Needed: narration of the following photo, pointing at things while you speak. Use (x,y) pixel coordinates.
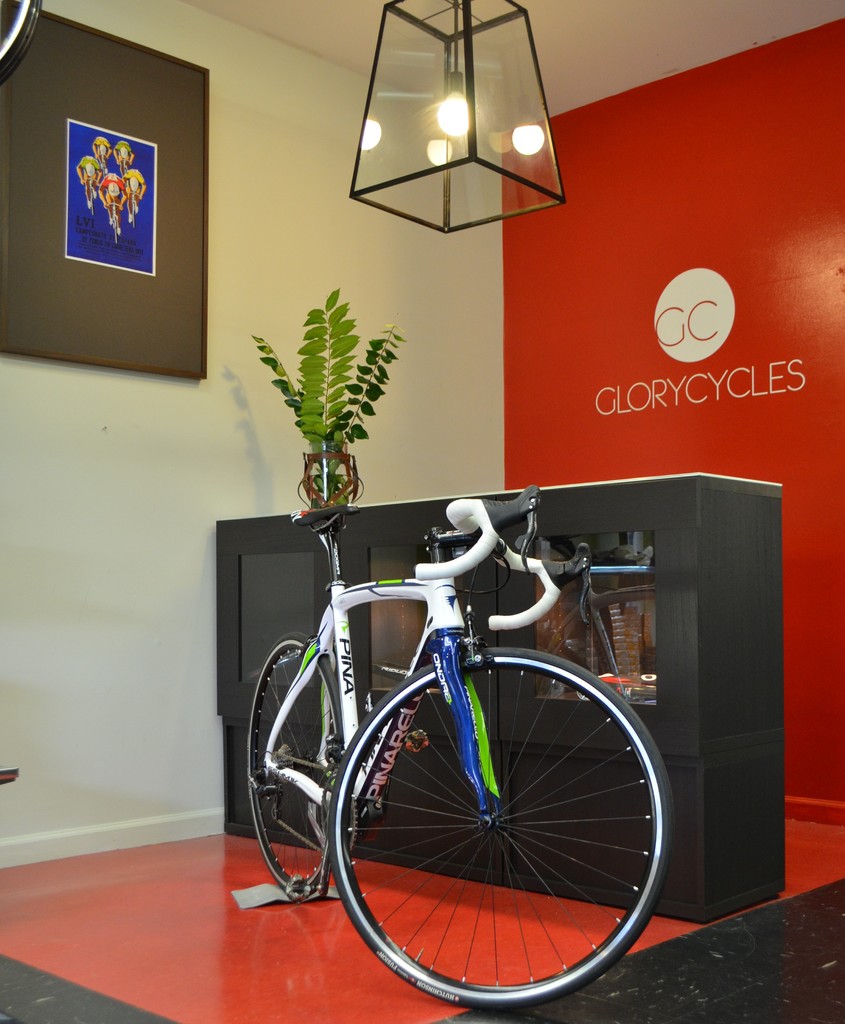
Here in this picture in the front (393,721) we can see a bicycle (491,618) present on the floor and behind that we can see a counter (614,573) present and in the racks (632,565) of it we can see something's present and on the left side (171,184), on the wall (146,441) we can see a portrait (123,265) present and on the top (427,36) we can see a light (442,74) present and on the right side (657,100) we can see the wall (657,100) is covered and some text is written on it over there.
